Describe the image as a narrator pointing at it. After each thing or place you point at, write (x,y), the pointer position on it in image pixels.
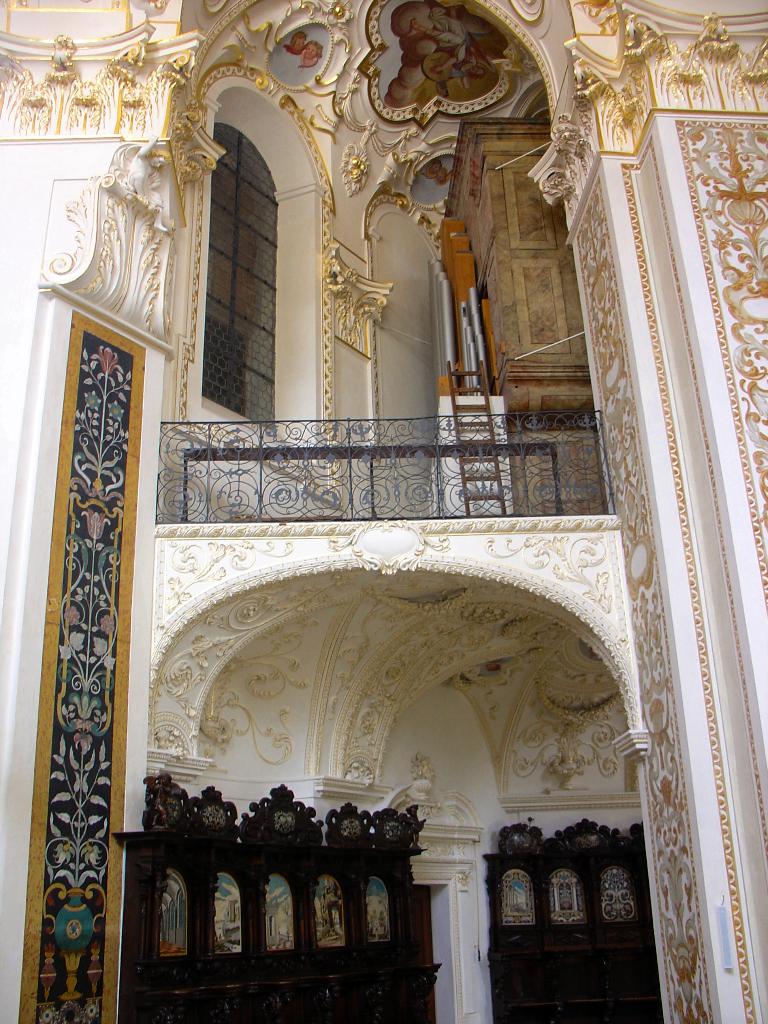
In this picture we can see wall (56,147), photos (342,937), carvings (525,847), railing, wall (195,360), mesh (230,398) and few objects (502,310).
